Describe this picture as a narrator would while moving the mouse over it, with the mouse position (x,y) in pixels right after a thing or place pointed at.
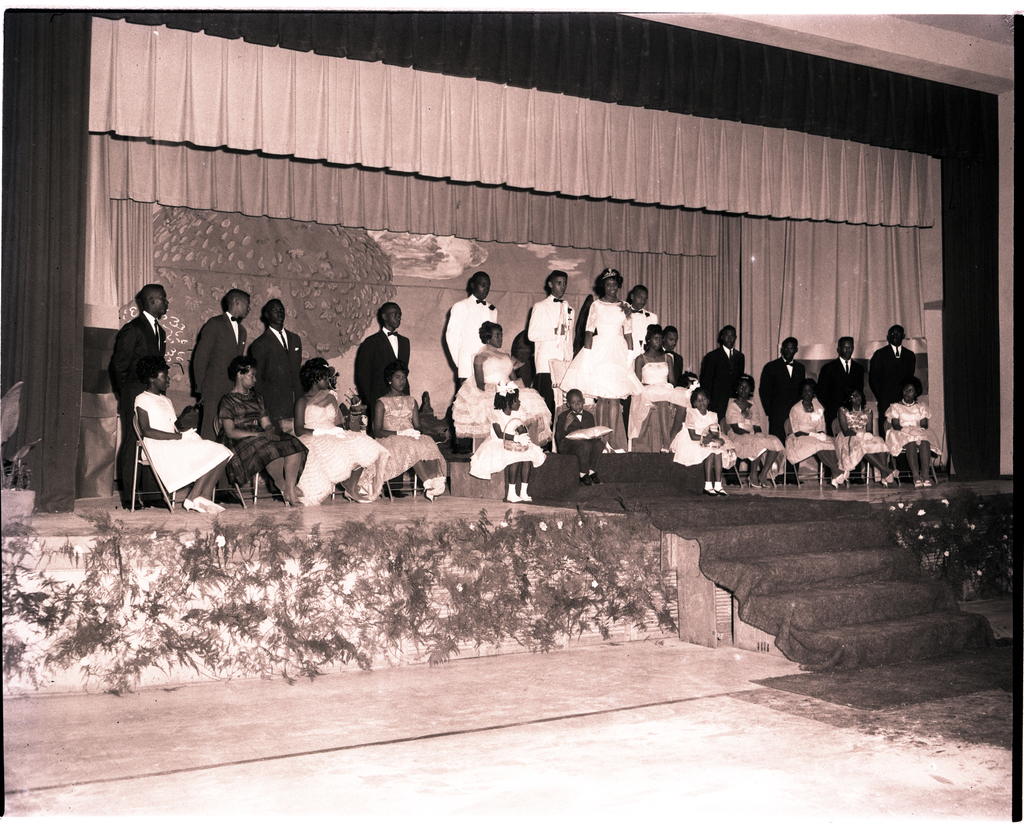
In this image I can see group of people (281,477), some are sitting and some are standing and I can also see few stairs (900,616). In the background (156,134) I can see few curtains (485,163) and the image is in black and white.
